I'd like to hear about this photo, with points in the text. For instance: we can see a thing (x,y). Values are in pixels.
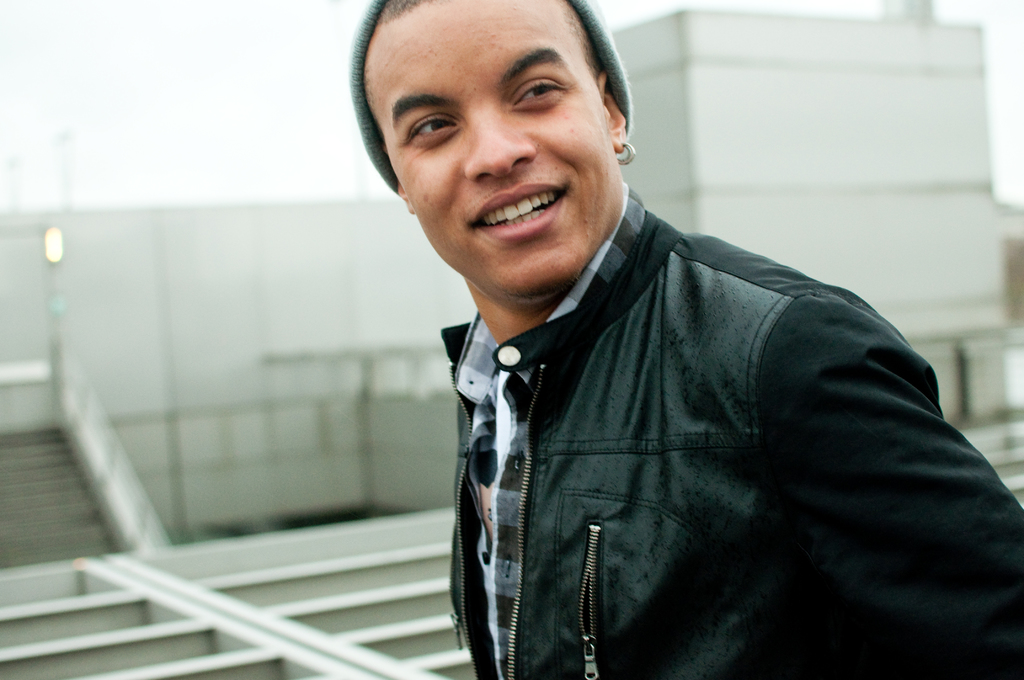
In this picture we can see stairs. A man (642,536) is wearing a black jacket (667,364) and smiling.
